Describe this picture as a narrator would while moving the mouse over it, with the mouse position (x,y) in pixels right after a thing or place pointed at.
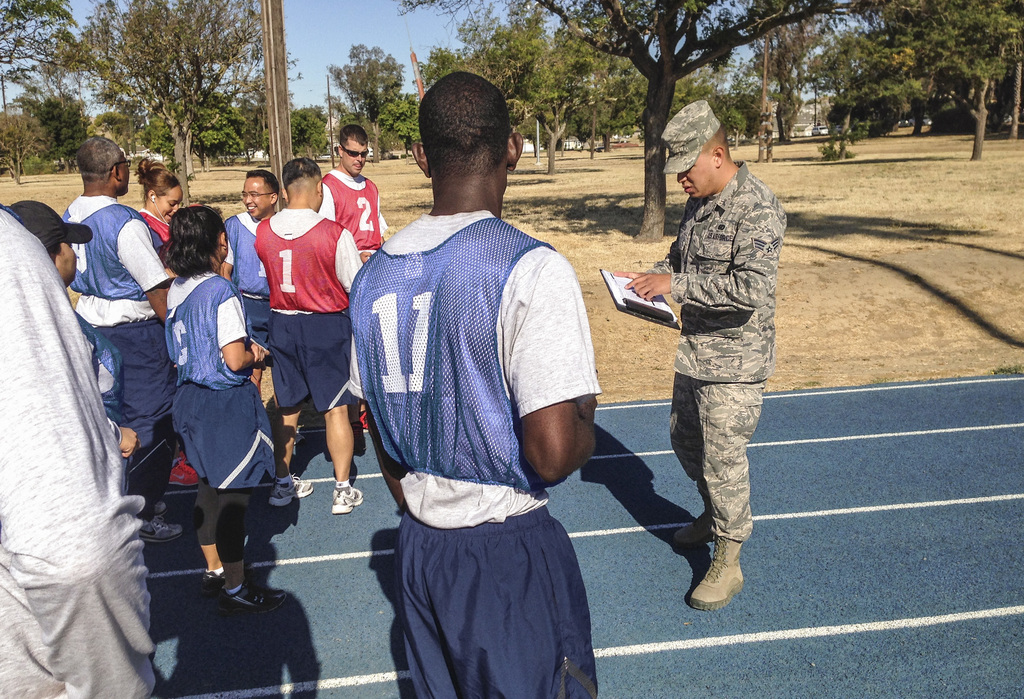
Here we can see group of people (447,463). This is ground (1009,348). Here we can see trees (563,50) and there are vehicles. In the background (410,84) there is sky (325,51).
